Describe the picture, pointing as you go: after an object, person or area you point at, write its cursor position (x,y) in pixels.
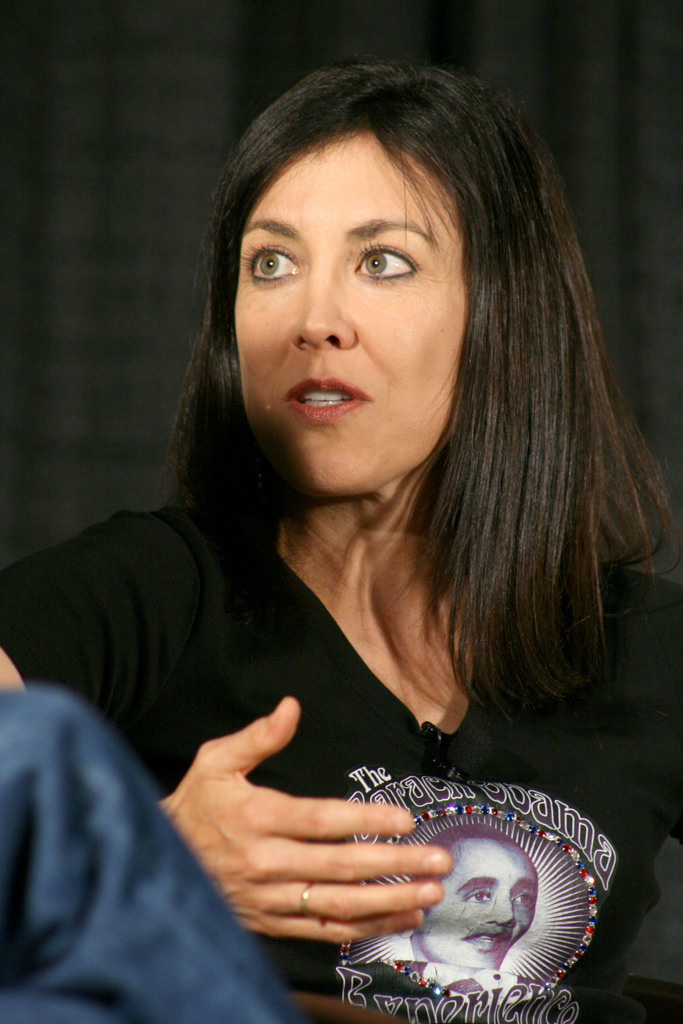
This picture shows a woman (289,901) seated and she wore a black t-shirt (666,773) and a black cloth (167,119) on the back (18,184) and we see a human (18,823) seated on the side.
